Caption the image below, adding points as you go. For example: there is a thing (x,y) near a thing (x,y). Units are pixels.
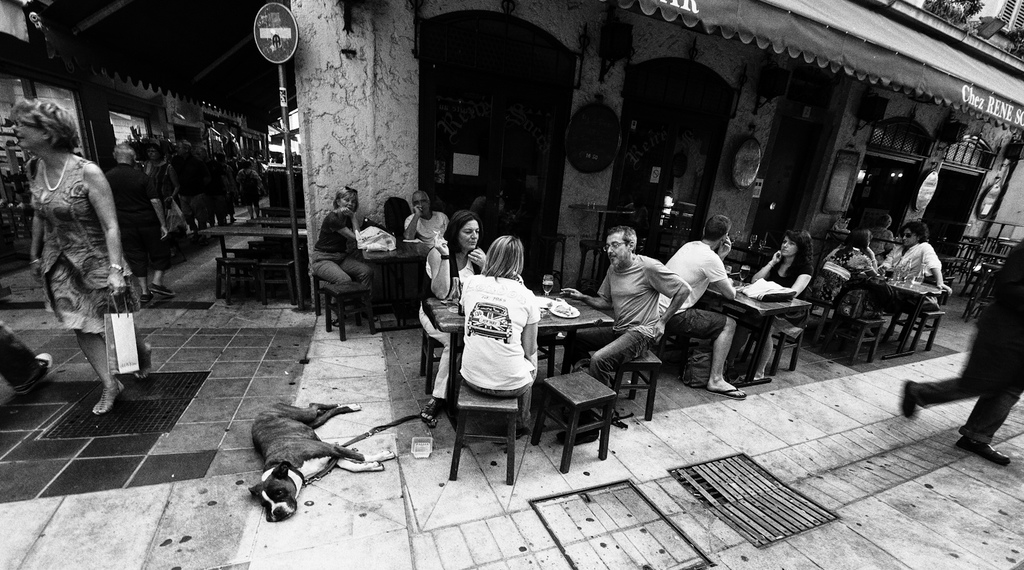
In this Picture shows a outside view of restaurant (1014,150) in which a group a people (602,297) are sitting having four tables (889,285). In which first table (374,264) by a woman (342,245) and a man (429,222) are sitting. On the second table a woman (502,329) wearing white t-shirt (492,331) and man (619,306) beside her, having a glass of beer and some food stuff (560,315). On another table (711,292) a couple (698,283) can be seen with bag (772,300) on the table (775,315). And some hanging mirror (928,192) can be seen on the wall (940,182) and foldable roof top (764,35), caution board (265,47) and a woman (84,254) passing with bag (128,350). And dog (282,452) lying on the ground (10,533).
